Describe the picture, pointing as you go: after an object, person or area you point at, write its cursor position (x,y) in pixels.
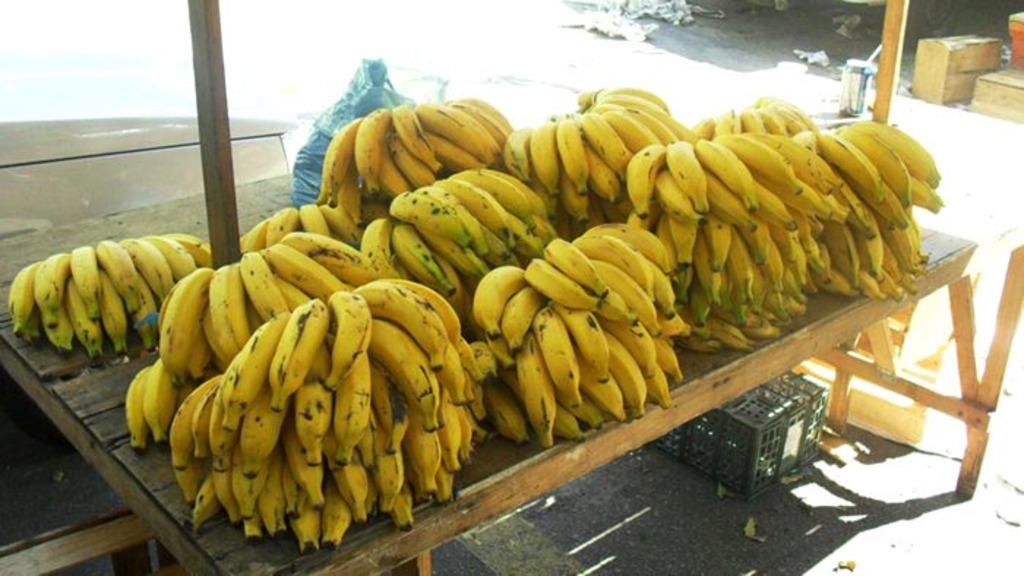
In this image, I can see the bunches of yellow bananas (501,140), which are placed on the wooden table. This looks like a basket (779,420), which is under the table (740,370). On the right side of the image (941,59), I can see the cardboard boxes (941,59) and the papers (683,16) lying on the ground (783,45).
